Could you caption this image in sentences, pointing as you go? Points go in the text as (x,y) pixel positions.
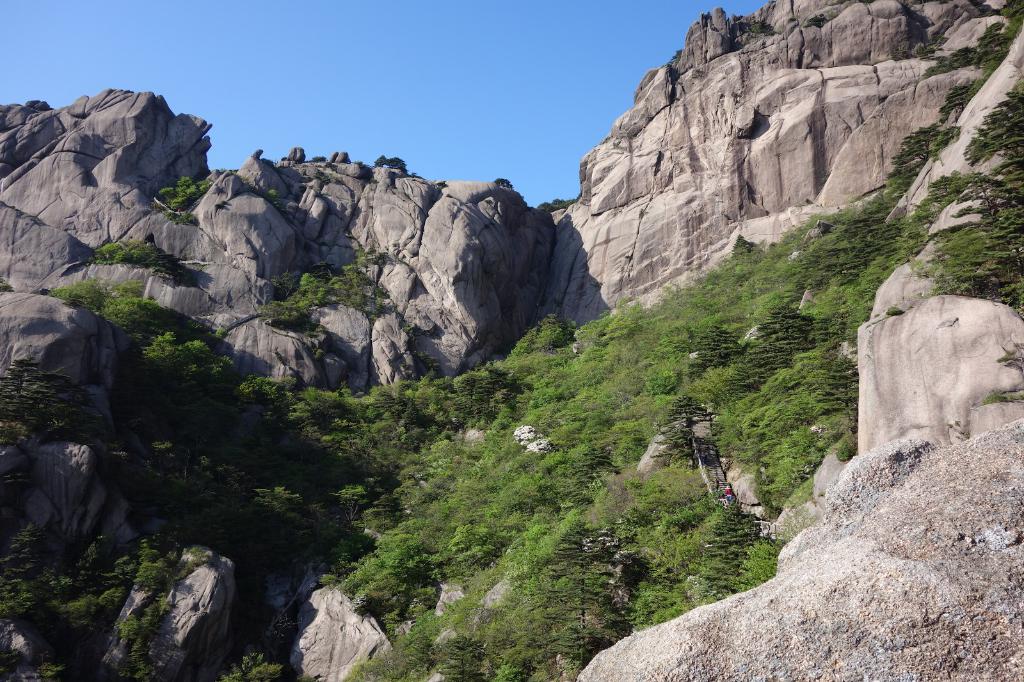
This image is taken outdoors. At the top of the image (120,68) there is a sky (467,72). In the middle of the image (437,376) there are many rocks (878,295) and there are many trees (103,577) and plants (795,406).
